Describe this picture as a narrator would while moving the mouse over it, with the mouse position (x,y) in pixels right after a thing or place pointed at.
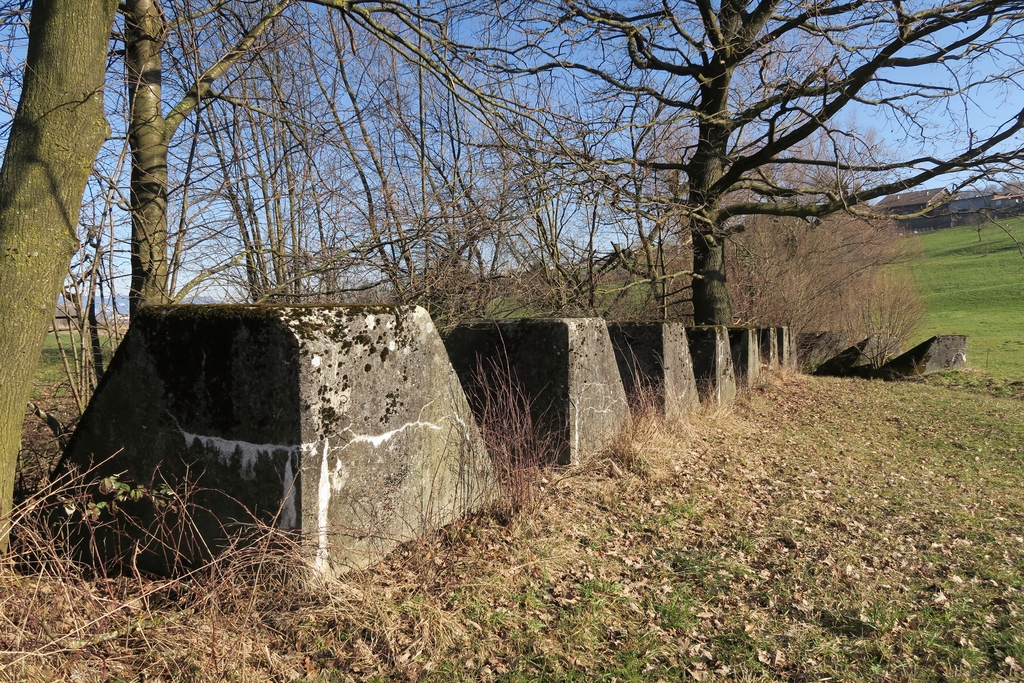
In this image, I can see the trees (681,225) and the dried grass (762,559). These look like the rocks (331,400). In the background (911,221), I think this is a house (934,195).
